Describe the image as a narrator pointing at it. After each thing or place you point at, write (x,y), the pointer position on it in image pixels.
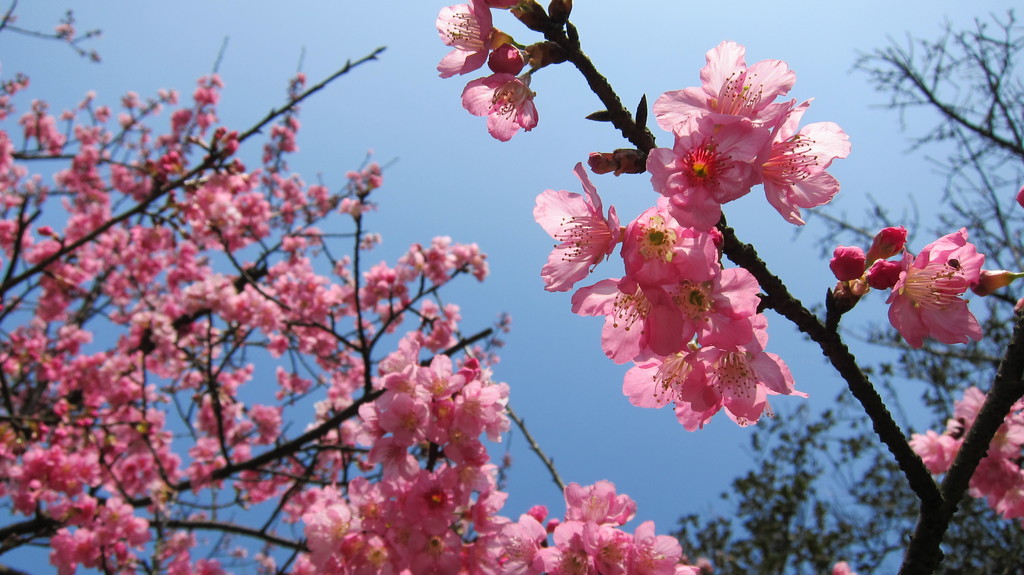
In this image we can see branches (85,301) with flowers (665,298) and buds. In the background (821,507) there are branches (772,522) of trees (758,527). Also there is sky (509,203).
